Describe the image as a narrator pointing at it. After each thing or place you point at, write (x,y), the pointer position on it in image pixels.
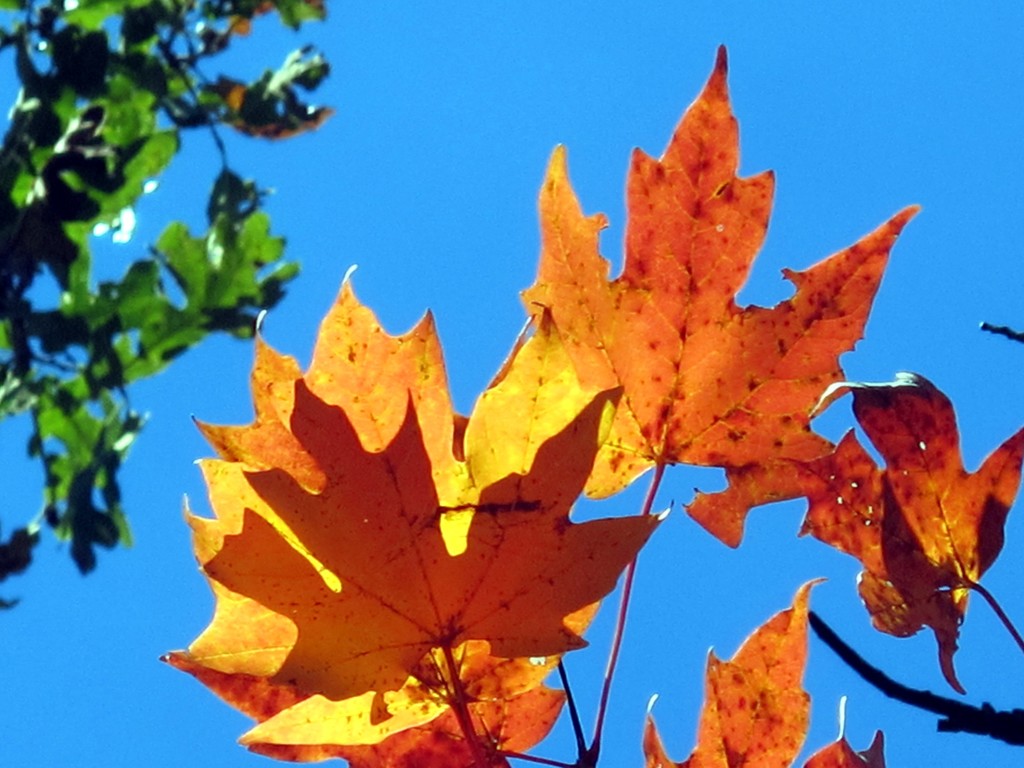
In the foreground of the picture (464,528) there are leaves (561,535) and stem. On the right (857,659) there are branches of a tree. In the background (534,83) it is sky (766,67).
